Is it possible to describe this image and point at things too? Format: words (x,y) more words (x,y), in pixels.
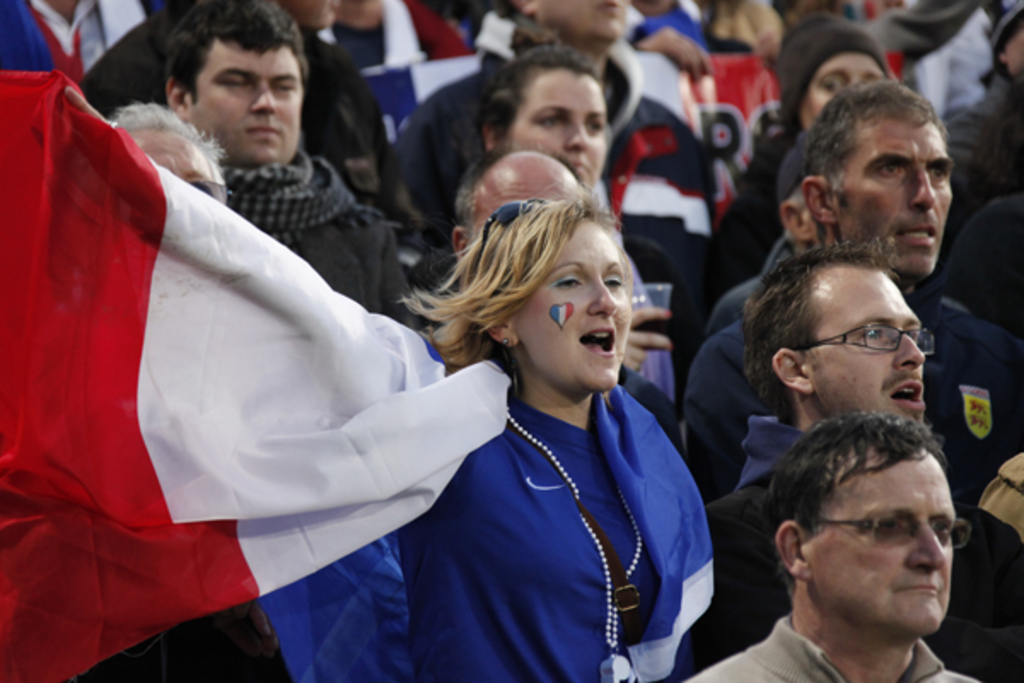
In this picture I can see a group of people (719,270), on the left side (309,363) there is the cloth (262,376).
